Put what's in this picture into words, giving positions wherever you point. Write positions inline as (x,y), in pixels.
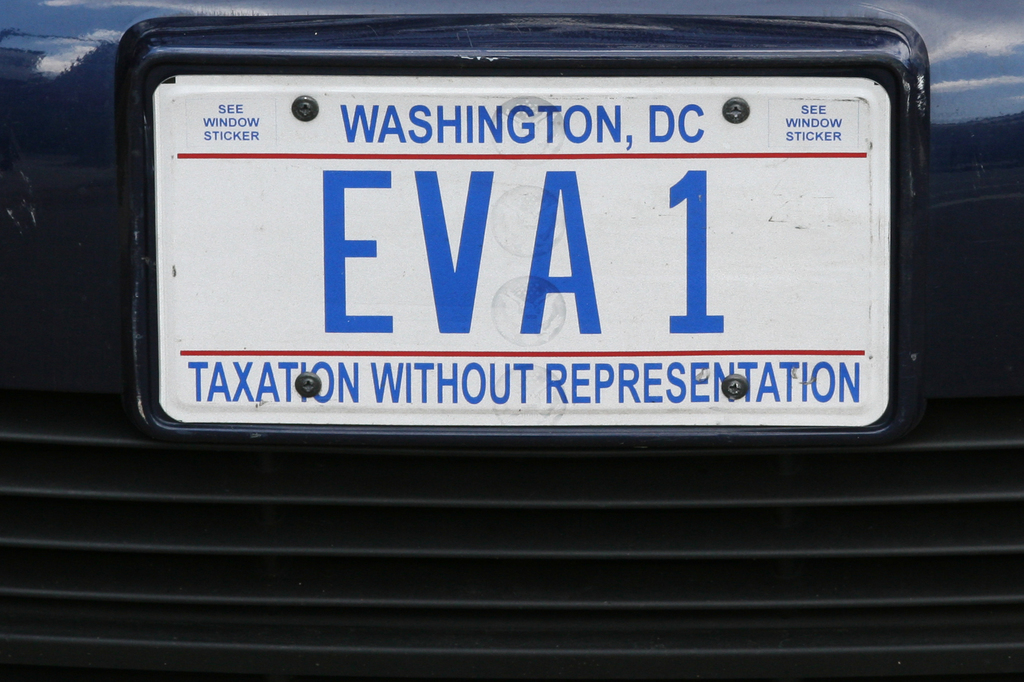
In this picture we can see a vehicle number plate (460,319) and we can find some text (566,211) on it.
